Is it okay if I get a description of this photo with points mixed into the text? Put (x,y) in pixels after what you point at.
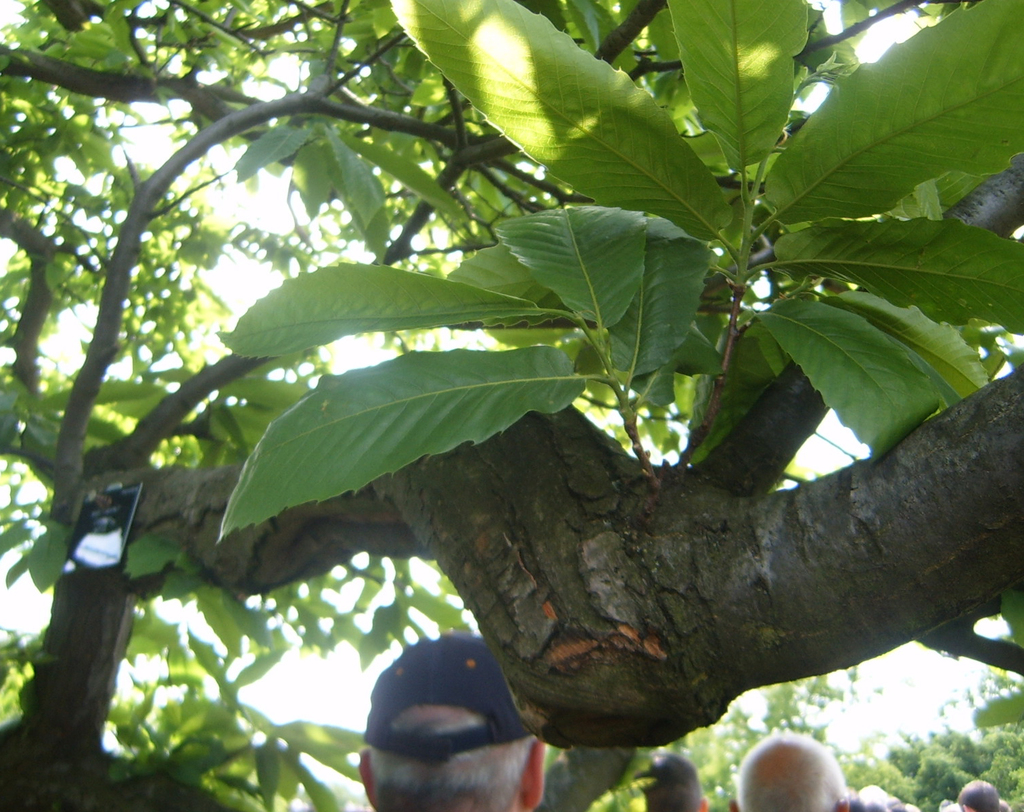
In the foreground of image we can see some persons (881,794) and one is wearing a cap (483,692) which is blue in color. In middle of the image (665,536) we can see branches (770,595) which are brown in color and a object (133,515). On the top of the image (824,102) we can see leaves (625,256) of tree (611,258) which are green in color and the sky (279,96).
